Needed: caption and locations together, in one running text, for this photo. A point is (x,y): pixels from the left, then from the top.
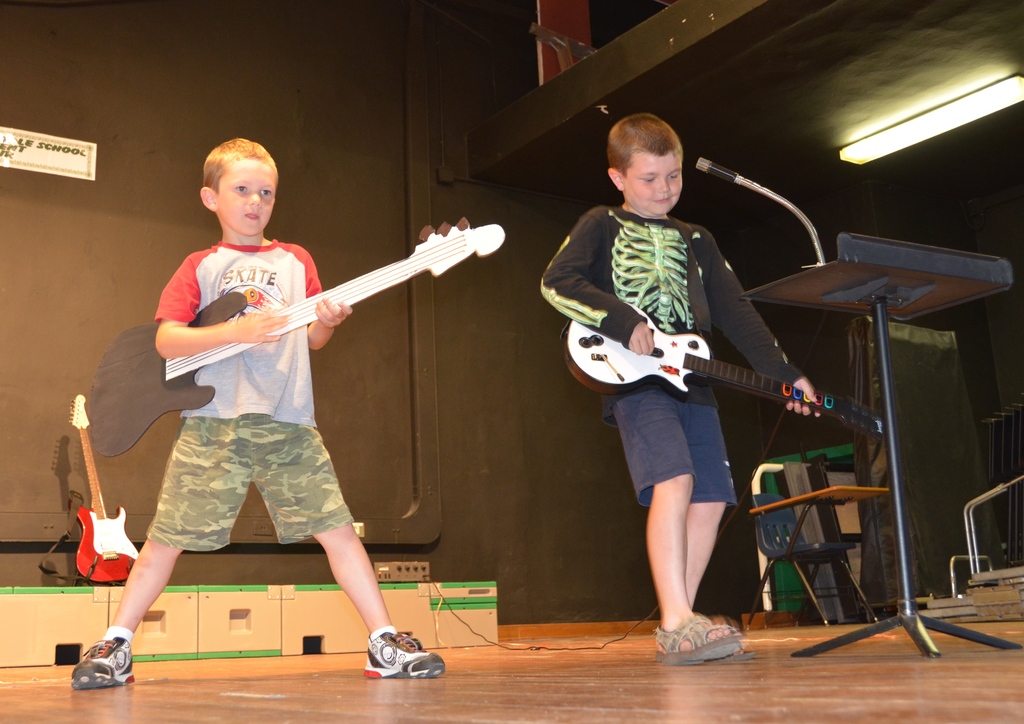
In this image there are two boys (614,261) who are standing and they are holding guitar (159,366). On the right side (877,317) there is one board (921,251) and one mike (726,173) is there. On the top (366,80) there is a wall (344,90) and on the bottom of the left corner (59,629) there is one table (300,600) and on that table (107,599) there is another guitar (112,555) and on the top of the right corner (906,134) there is one light (934,125).
